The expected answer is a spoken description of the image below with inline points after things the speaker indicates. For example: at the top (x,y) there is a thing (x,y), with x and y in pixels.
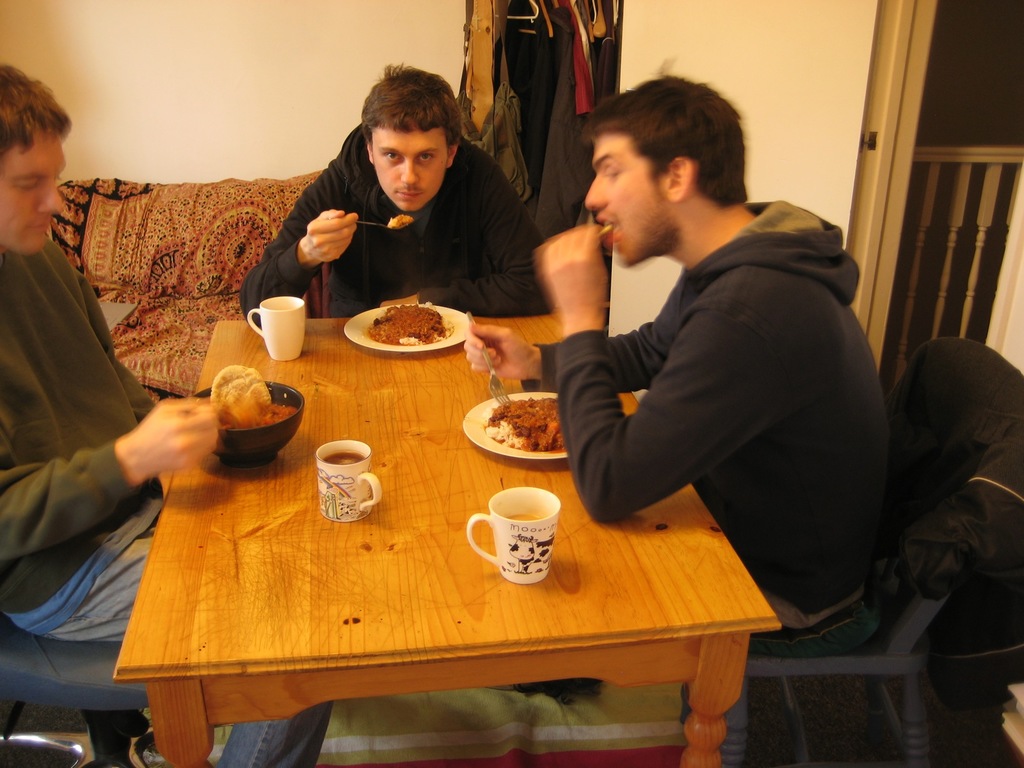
In this image I can see three people (523,250) are sitting in front of the table (450,505). On the table (385,506) there is a plate (479,438) with food (541,433), cups (514,575) and spoons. To the back of this person (405,165) there are clothes (525,108) and to the right (938,190) there is a railing (916,289).
